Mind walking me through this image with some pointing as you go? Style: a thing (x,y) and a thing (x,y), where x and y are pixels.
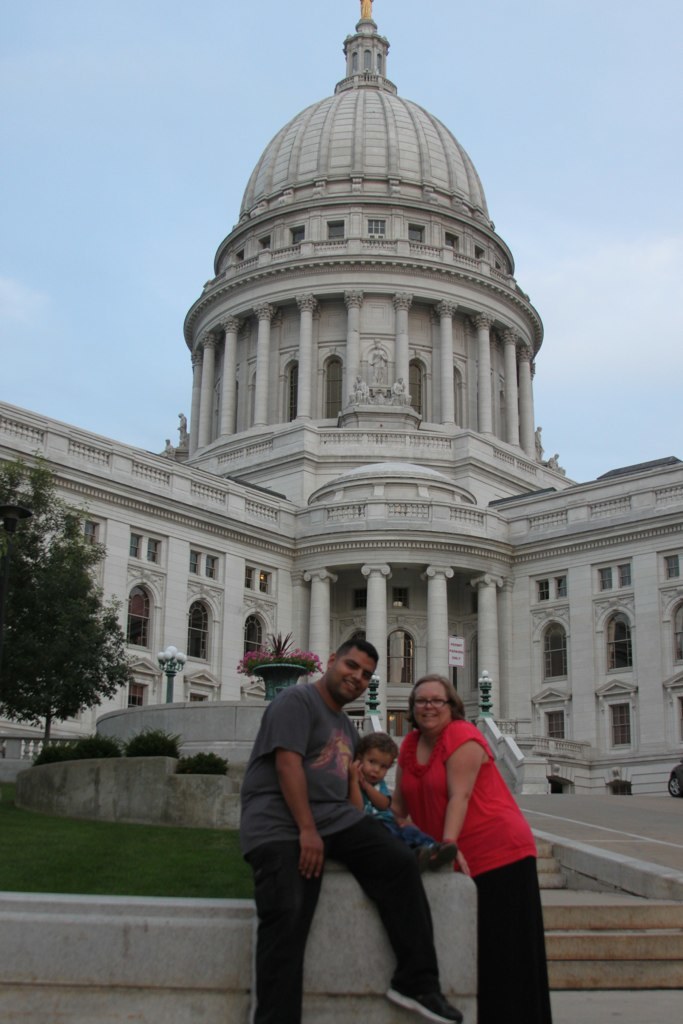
In this picture we can see a man (329,681) and a boy (372,808) sitting, woman (415,687) wore a spectacle (438,702) and smiling and standing, steps (548,888), grass (167,846), plants (249,663), tree (70,667), building (176,493) with windows (358,596), pillars (309,336), boards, pole (457,670) and in the background (59,101) we can see the sky (531,176).
